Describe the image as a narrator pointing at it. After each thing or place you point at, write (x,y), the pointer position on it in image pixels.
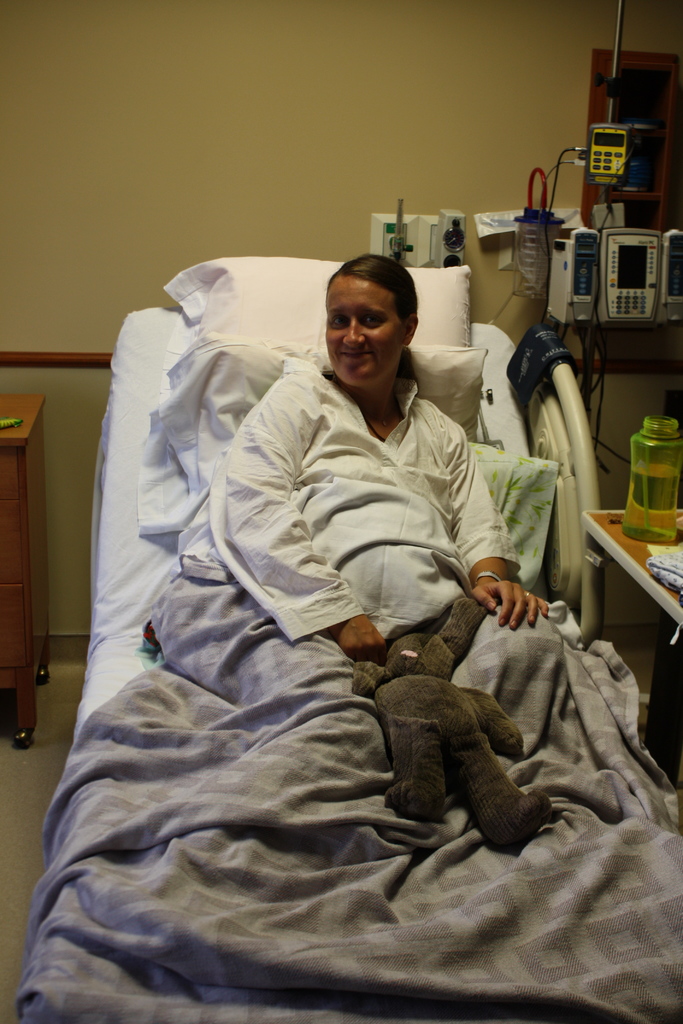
In the center of the image (276,558) we can see one woman (330,607) sitting on the bed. And she is smiling and she is in different costume (337,471). And we can see one blanket (322,646) on her. And we can see one doll (491,762) on the blanket (170,650). In the background (245,137) there is a wall (514,106), tables (0,524), one water bottle (629,507), machines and a few other objects (519,223).
